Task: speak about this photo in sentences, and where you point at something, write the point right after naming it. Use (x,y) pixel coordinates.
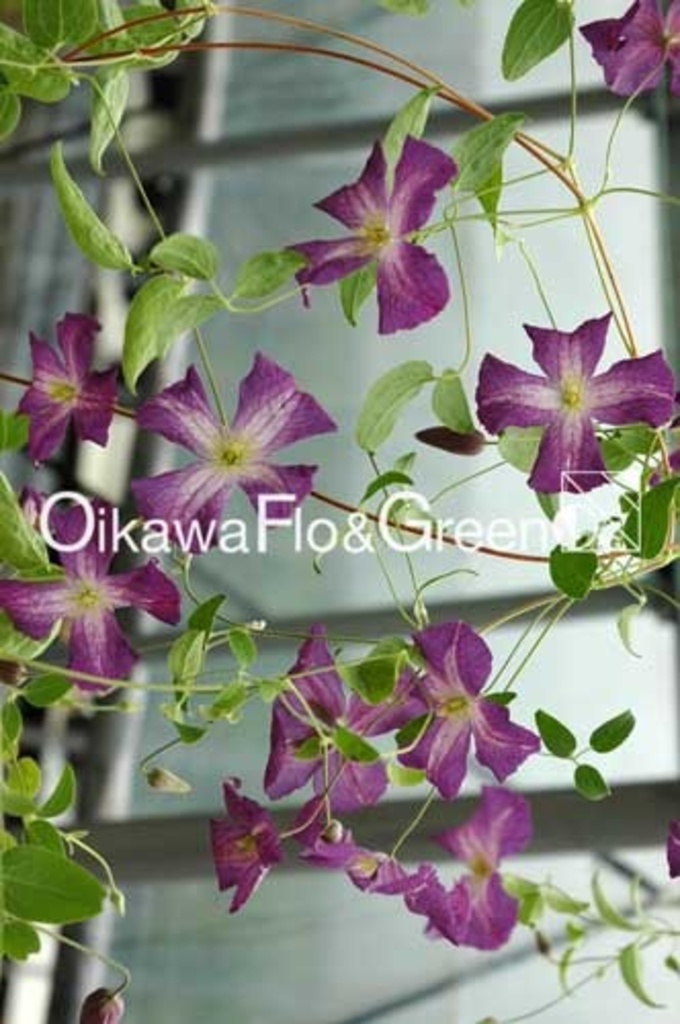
In the foreground of this picture (528,399) we can see the flowers (243,813) and the green leaves (159,261). In the bottom left corner (112,1001) we can see the bud (105,1005). In the background (374,906) there is an object (309,102) which seems to be the building (249,605). In the center (451,543) we can see the text (388,535) on the image.
